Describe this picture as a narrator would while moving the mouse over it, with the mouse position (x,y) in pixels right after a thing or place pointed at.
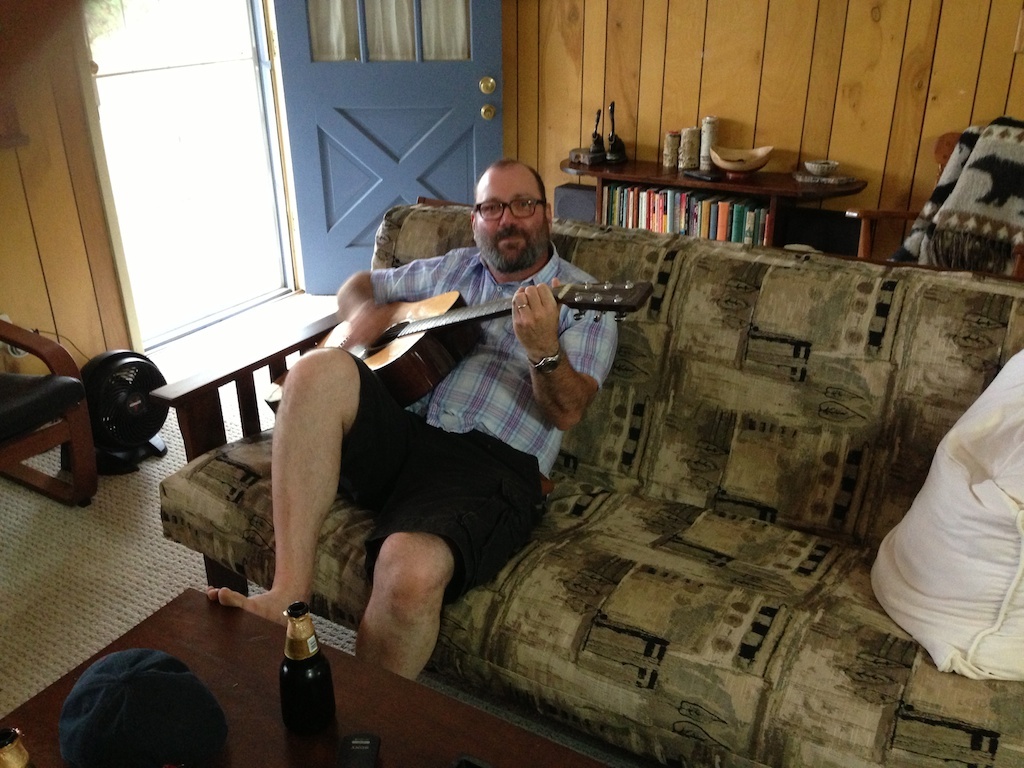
In this picture there is a couch (601,596) in the couch (520,556) one person (502,533) is sitting and playing a guitar (402,311) in front of him there is a table (278,674) on the table (415,749) there is some Bottles (301,678) And cap (145,697) back side we can see a table (790,199) in that there is some books (671,209) and left corner (313,215) we can see the door (386,143).
